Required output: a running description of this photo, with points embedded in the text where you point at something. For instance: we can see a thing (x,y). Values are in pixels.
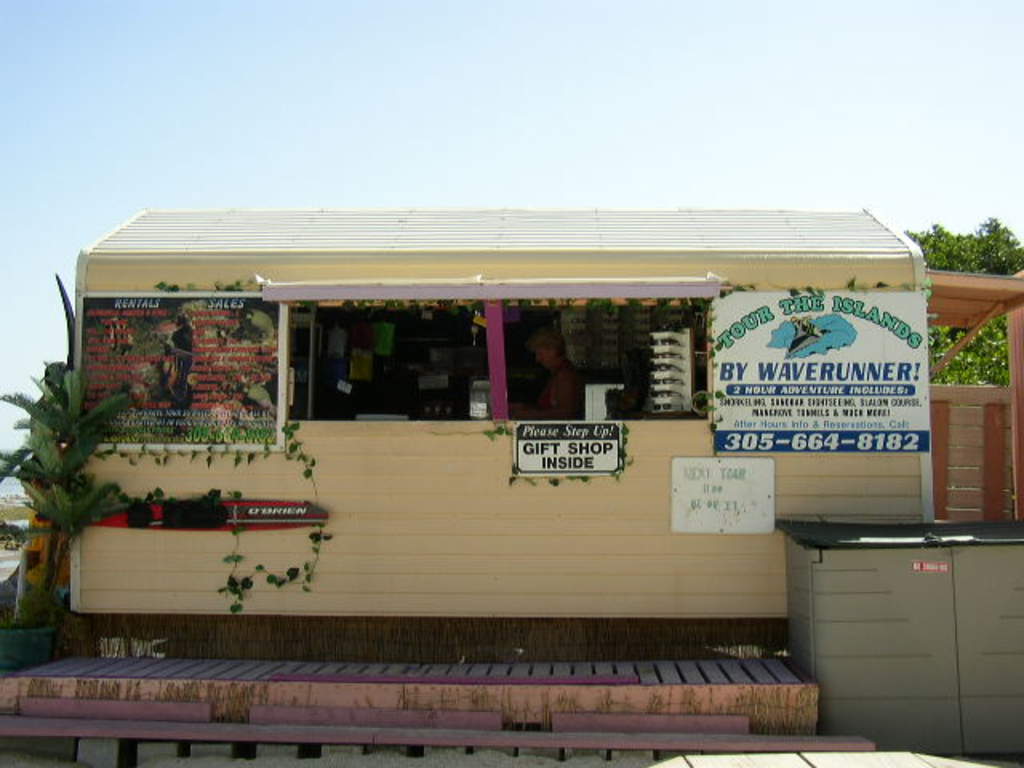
This picture is clicked outside. In the foreground (524,766) we can see the stand (610,745) and there is an object (911,615) placed on the ground (525,756). On the left (30,653) we can see the pot (18,633) and a plant (53,504). In the center (540,505) there is a cabin (419,524) containing some items (428,381) and there is a person (560,378) in the cabin (524,343) seems to be standing on the ground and we can see the banners (770,324) on which the text (890,370) is printed. In the background (1001,422) there is a wooden gate (969,414), sky (929,209) and a tree (949,257).
